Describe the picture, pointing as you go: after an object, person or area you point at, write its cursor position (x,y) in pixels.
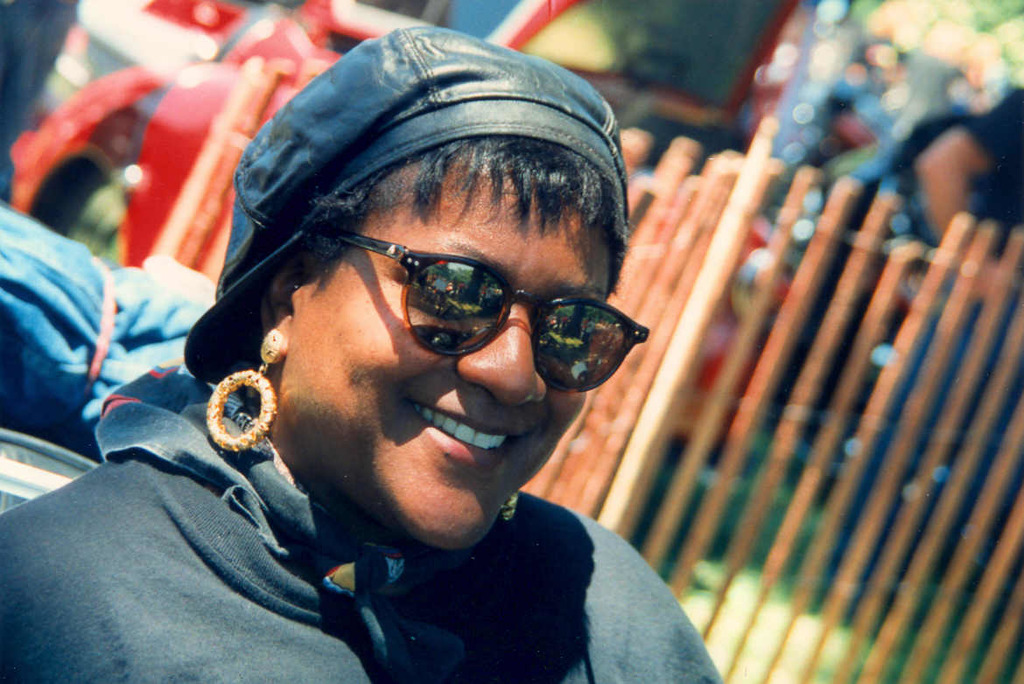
In this image we can see a lady (392,523) wearing jacket (356,624), cap (390,102), earrings (226,393) and goggles (439,310), behind her there is an object (157,329), a fence (678,364), and the background (682,349) is blurred.
